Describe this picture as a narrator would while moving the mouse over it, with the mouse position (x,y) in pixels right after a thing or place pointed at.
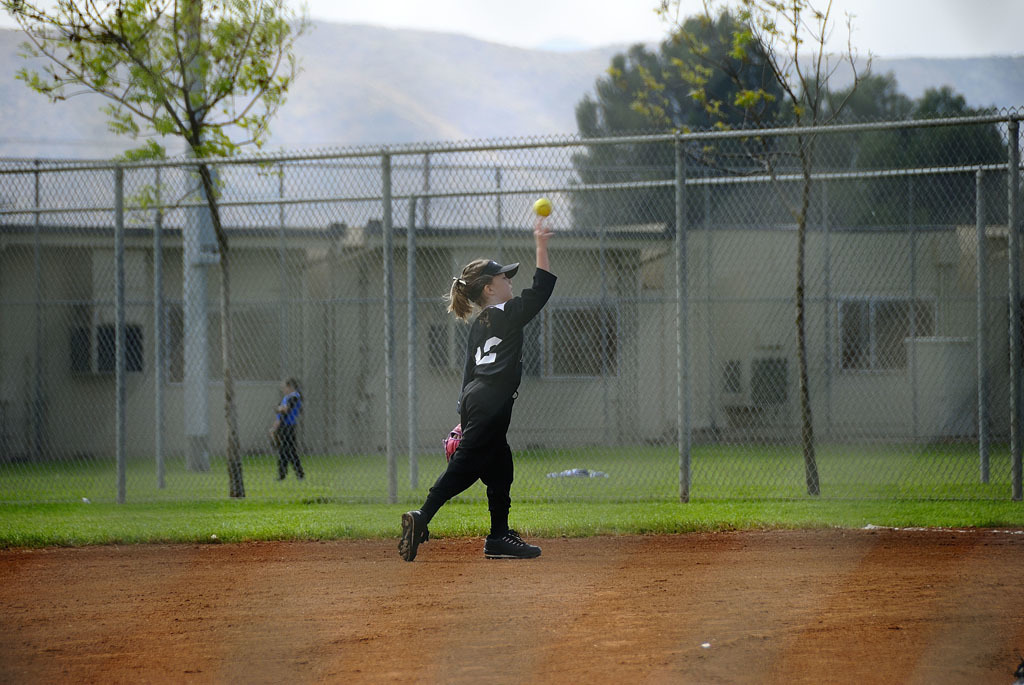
In the foreground of the image (364,561) we can see a muddy ground (470,557). In the middle of the image (510,331) we can see a girl (489,314) is walking and throwing a ball (542,214) and some grass (219,460) is there. On the top of the image (491,35) we can see trees (241,484) and the sky (418,11).
